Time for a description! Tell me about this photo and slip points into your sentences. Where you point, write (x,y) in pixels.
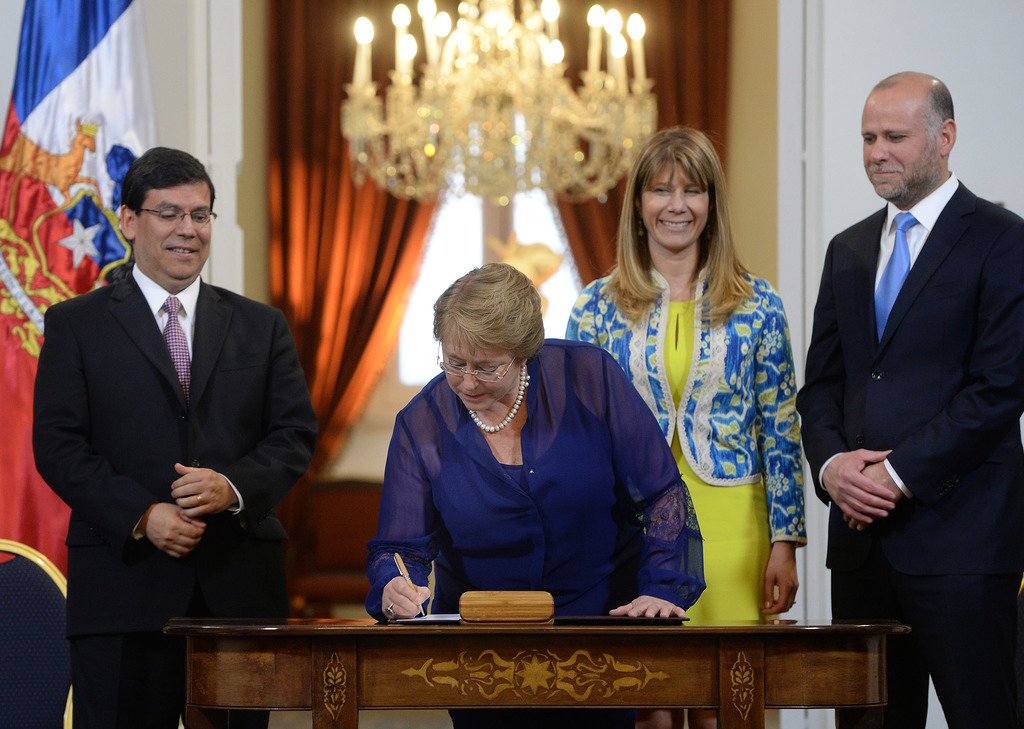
At the bottom of the image (847,653) there is a table (516,658), on the table (535,658) there are some papers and boxes (477,600). Behind the table (631,628) few people (955,606) are standing and smiling and this woman (538,374) is holding a pen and writing. Behind them there is a wall (6,81), on the wall (164,74) there are some curtains (420,74) and there is a flag (27,97). At the top of the image (564,155) there are some candle lights (621,21).
